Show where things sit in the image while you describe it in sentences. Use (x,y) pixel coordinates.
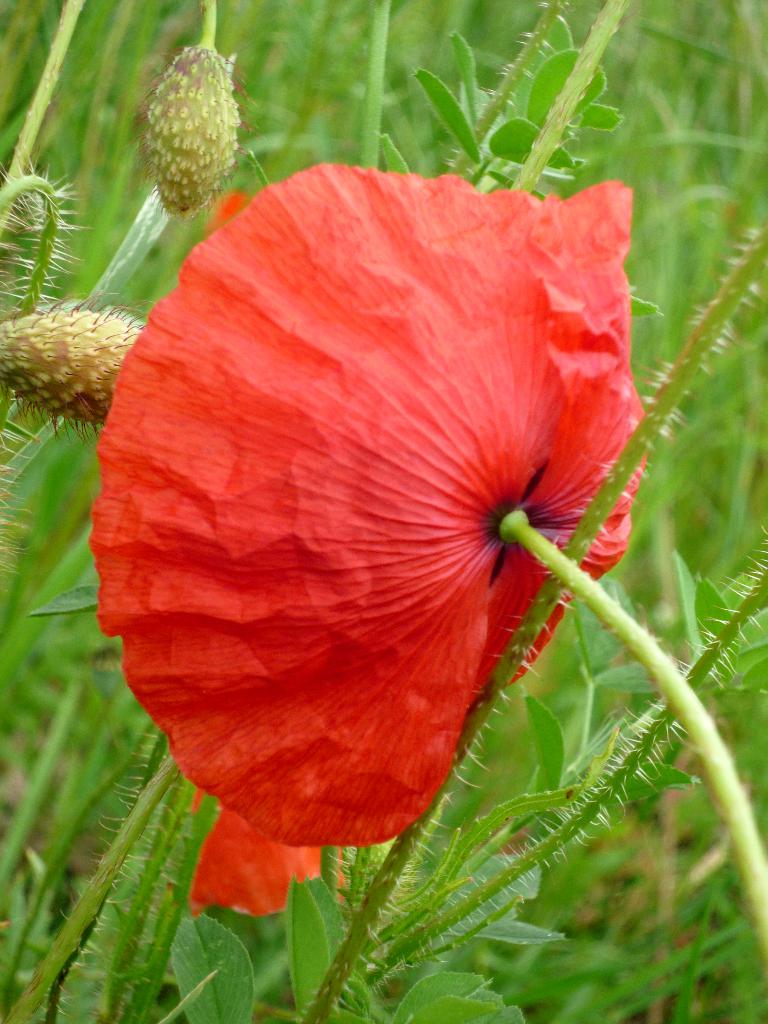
In this image I can see a flower (258,360) which is red in color to a plant (575,583) which is green in color. In the background (609,968) I can see 2 buds (179,72) and few plants (546,27) which are green in color.
